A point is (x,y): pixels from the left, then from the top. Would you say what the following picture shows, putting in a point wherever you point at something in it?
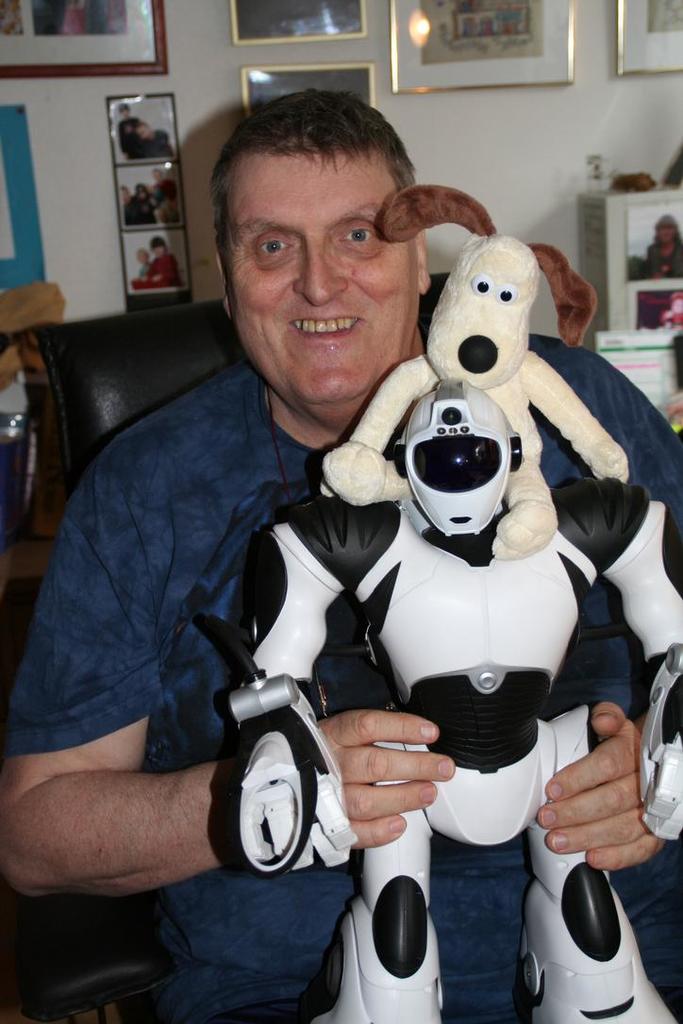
In this image we can see a person (284,393) sitting on a chair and holding an object (471,435). And at the back (327,17) we can see photo frames (471,35) attached to the wall (134,90) and there are few objects (603,236) on both the sides.
